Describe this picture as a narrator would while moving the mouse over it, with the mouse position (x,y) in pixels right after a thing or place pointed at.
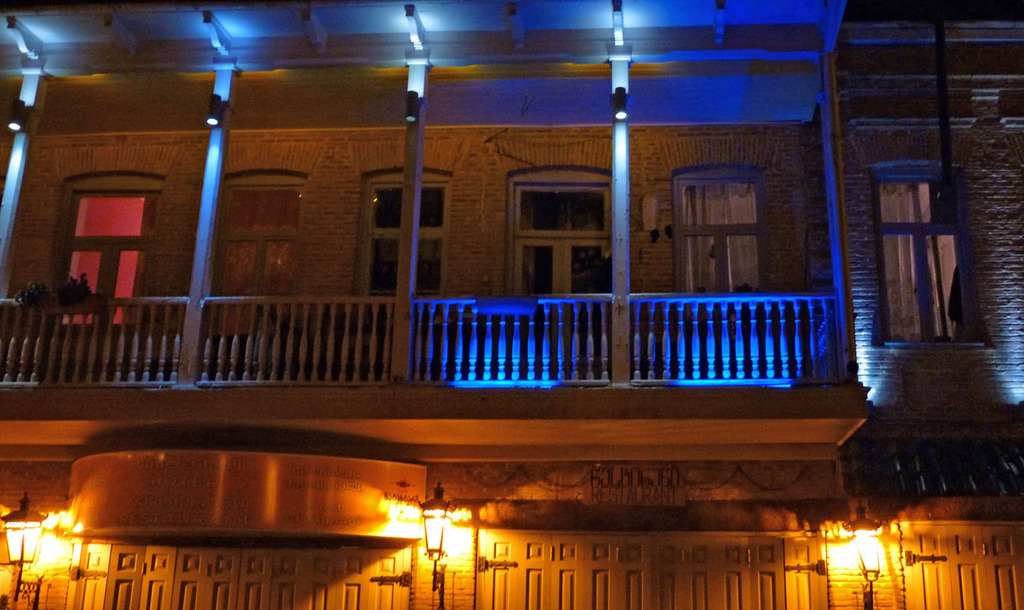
In this image we can see a building (940,267), railing (722,332), board (398,529), lights (409,512), windows (908,256), and poles (29,119).
